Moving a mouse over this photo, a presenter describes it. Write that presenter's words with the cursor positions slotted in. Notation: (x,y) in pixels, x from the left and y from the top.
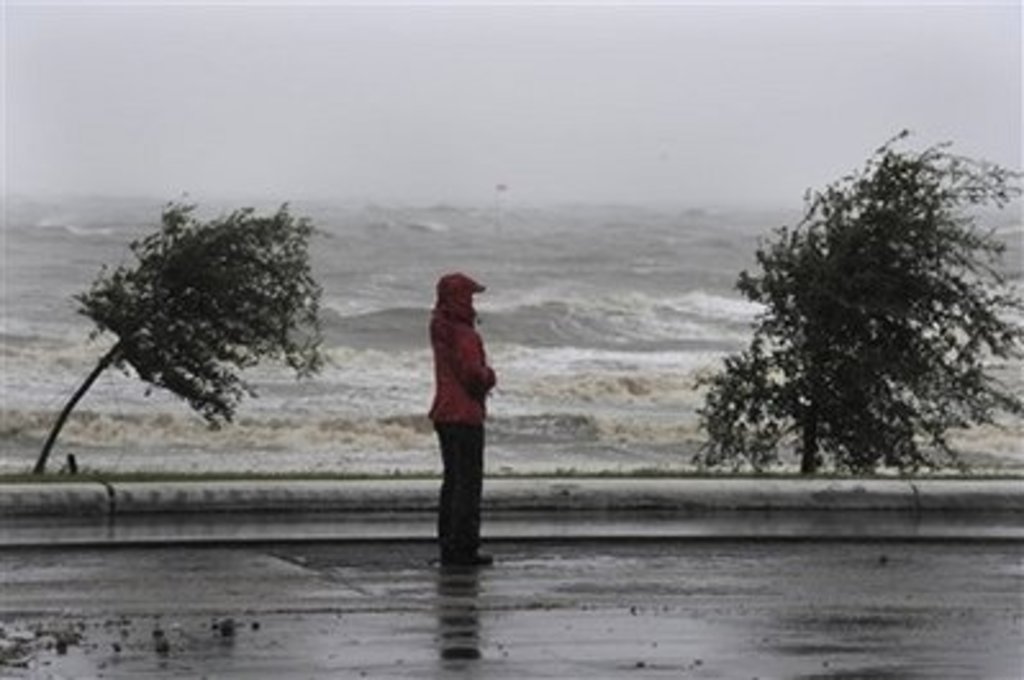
In this picture we can see a person (454,300) standing on the path (397,543). There are few trees (800,416). We can see water (381,257) in the background (422,462). Waves (131,433) are visible in water (439,239).
